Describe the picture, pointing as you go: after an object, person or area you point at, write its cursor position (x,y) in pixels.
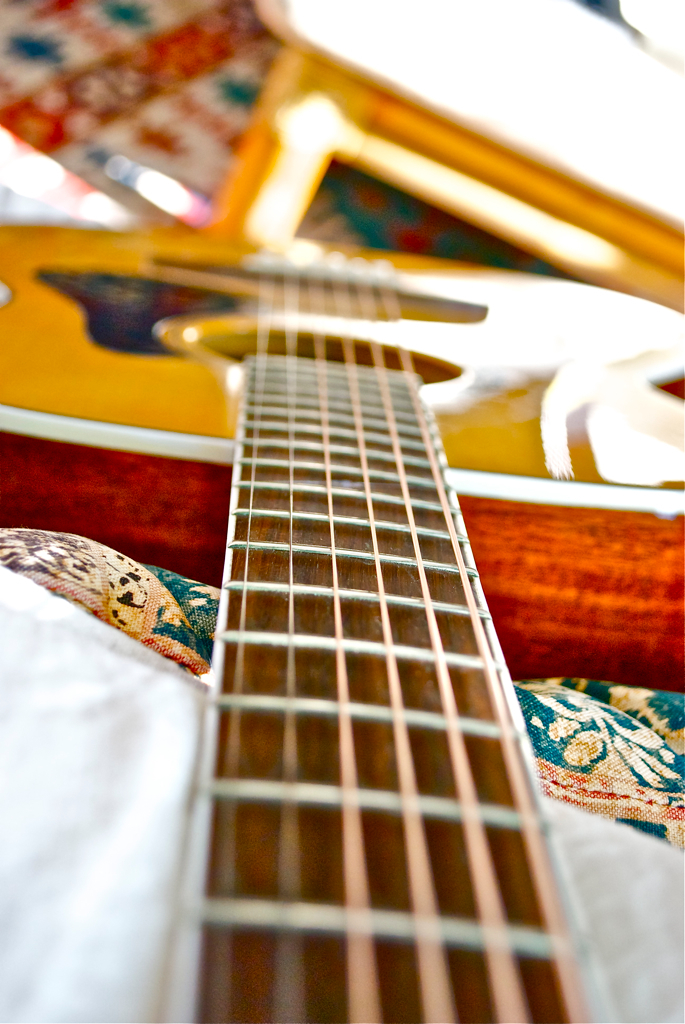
This image consists of a guitar (484,517). Where it is in red and yellow color.
